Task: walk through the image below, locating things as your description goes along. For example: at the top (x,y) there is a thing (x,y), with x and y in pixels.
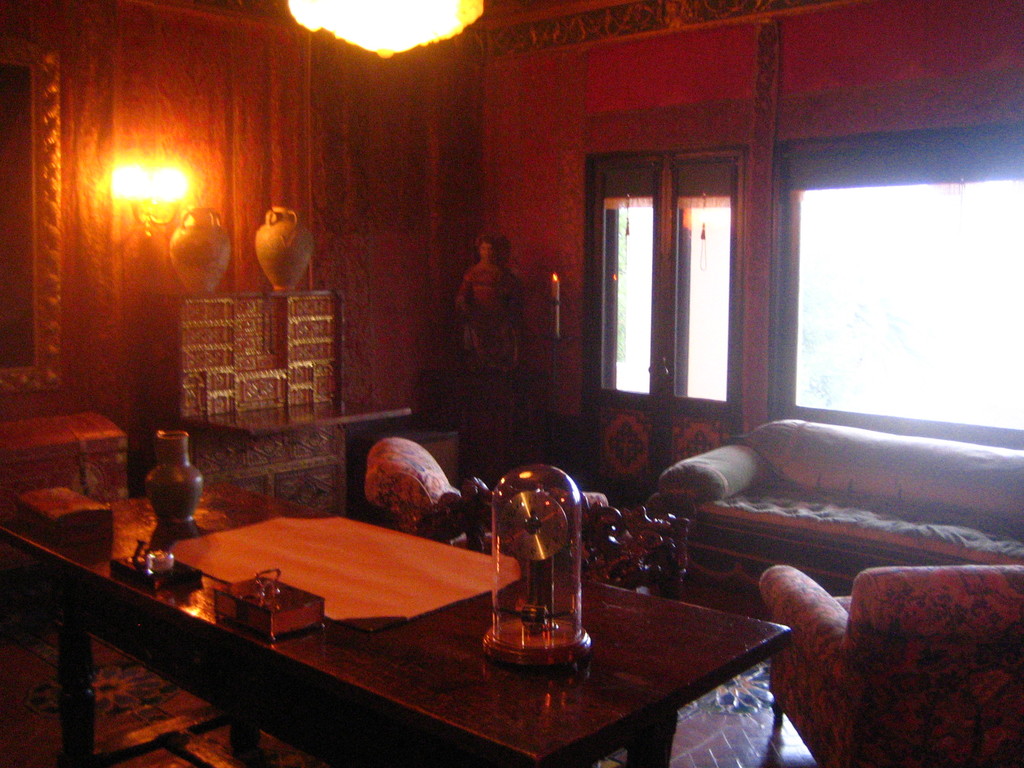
This picture is clicked inside the room (750,751). On the right bottom of the picture (910,627), we see sofa (884,540) and sofa chair (874,621). In front of the picture, we see a table (455,668) on which a pot (161,480), book (65,527) and glass (497,489) are placed on it. Behind that, we see a cupboard (226,353) with two pots (202,229) on it and behind that we see a curtain (281,111) and a light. On the right side of the picture (844,240), we see a door (695,294) and beside that a window (925,282).
